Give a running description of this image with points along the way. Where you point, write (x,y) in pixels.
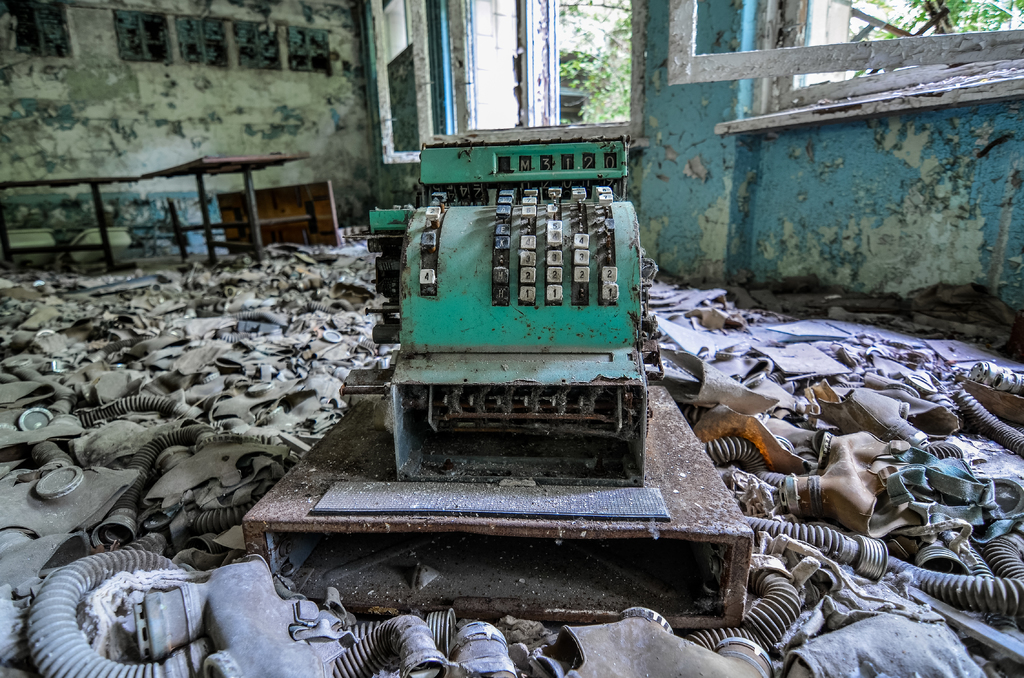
In this picture, it seems like a machine (516,340) and pipes (262,312) in the foreground (482,243), there are windows (544,47), trees (1023,22), other items (315,70) and the sky (486,37) in the background (453,18).
